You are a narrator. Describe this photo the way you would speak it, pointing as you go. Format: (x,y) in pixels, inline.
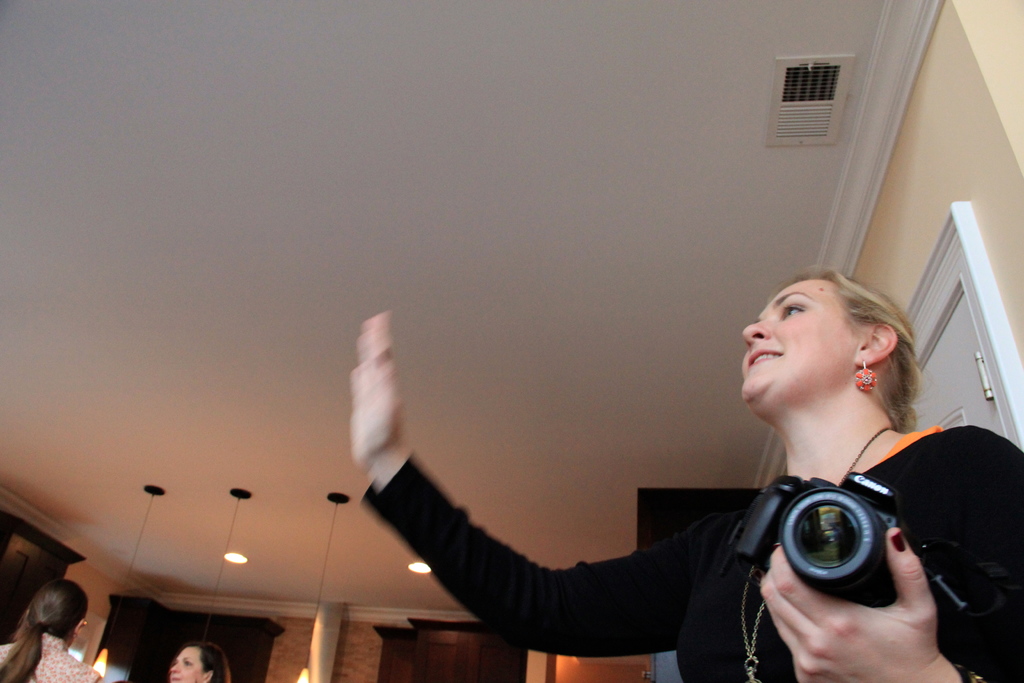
The women (722,547) wearing black dress (717,571) is holding a camera (854,596) and there are two other persons (186,663) beside her.
